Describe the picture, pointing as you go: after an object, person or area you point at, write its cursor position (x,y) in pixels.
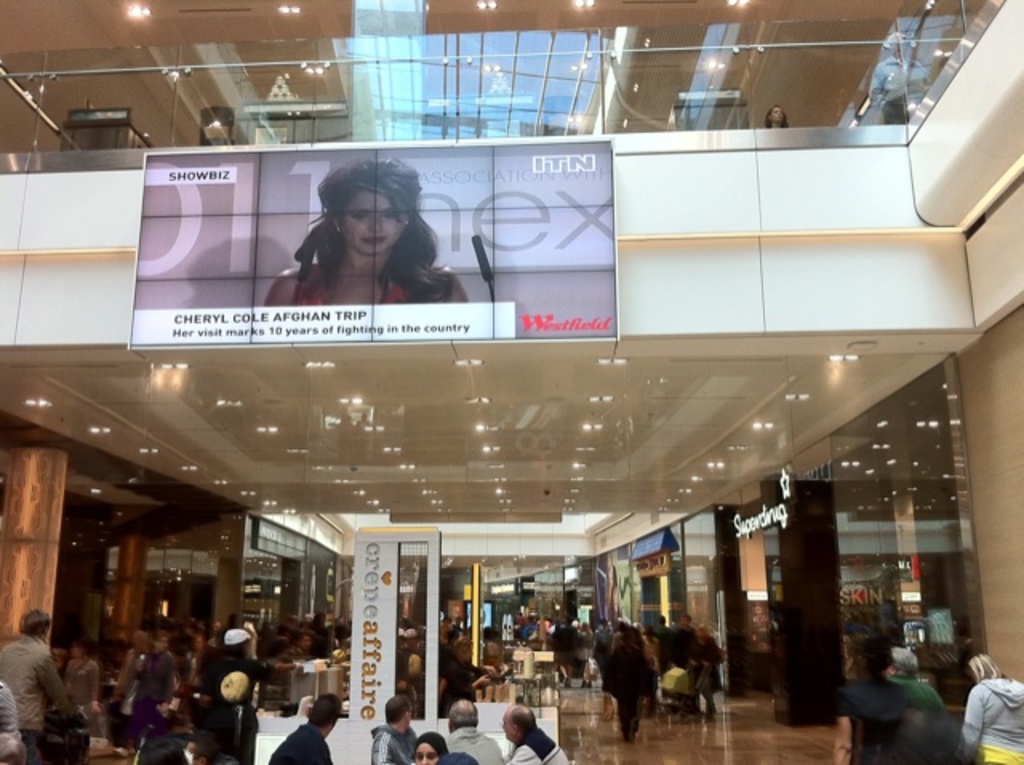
This is an inside view of a building (558,592). At the bottom of the image (345,735), we can see people (972,727), floorboards (660,748), wall (1019,659), pillars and glass objects (953,668). In the middle of the image (568,455), we can see the ceiling (625,428) with lights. At the top of the image (411,254), we can see glass railing (690,127), few objects (85,112), people (874,84), ceiling (440,29) with lights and board (278,336) on the wall (88,324).
